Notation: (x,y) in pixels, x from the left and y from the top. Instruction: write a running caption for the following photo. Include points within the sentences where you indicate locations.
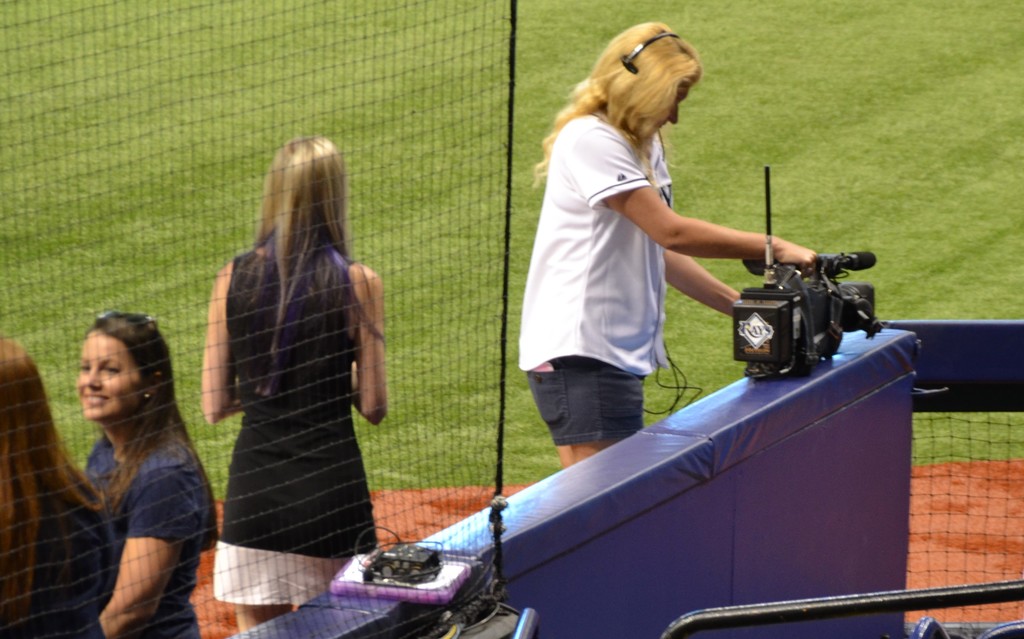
This is a picture taken in a ground (412,121). The woman (602,258) in white t shirt (604,301) holding a camera (792,325). There are two women's (170,457) in blue tops (142,521). The camera (794,333) is on the blue wall (792,458).
